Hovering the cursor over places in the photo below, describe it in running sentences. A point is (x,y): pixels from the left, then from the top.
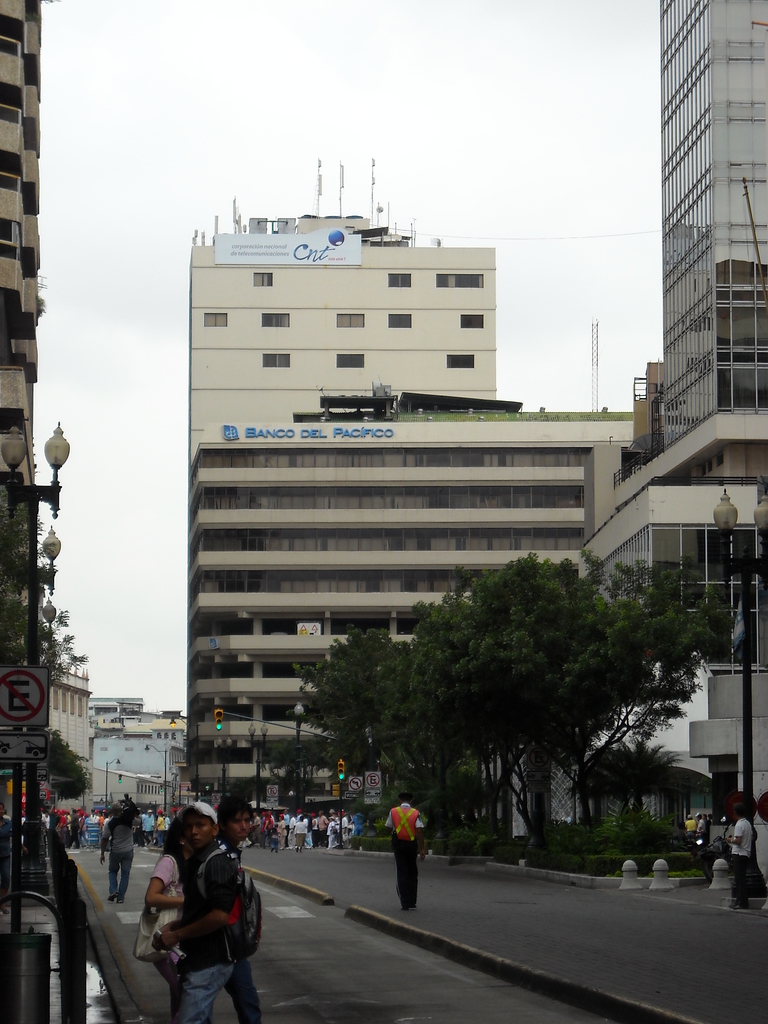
In this picture I can see there are few people (182,872) walking on the road (280,857) and there are another group of people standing in the backdrop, there are trees (3,635) on to right (527,622) and left and there are few buildings (301,472) on to left (207,500) and right, they have name plates (265,438). There are few poles (11,497) with lamps (52,467) and the sky (465,191) is cloudy.
